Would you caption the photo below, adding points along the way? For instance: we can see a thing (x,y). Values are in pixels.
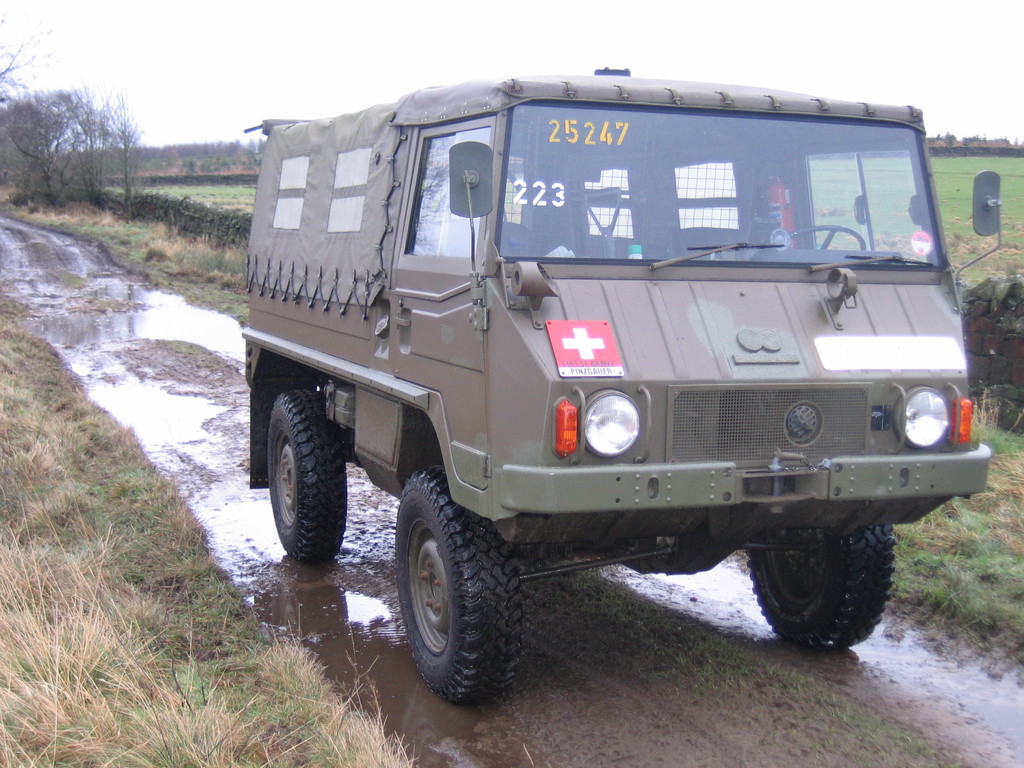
In this image we can see a vehicle (511,358). Here we can see ground (510,719), water (135,397), grass (62,711), plants (234,270), and trees (79,162). In the background (570,63) there is sky (880,90).
